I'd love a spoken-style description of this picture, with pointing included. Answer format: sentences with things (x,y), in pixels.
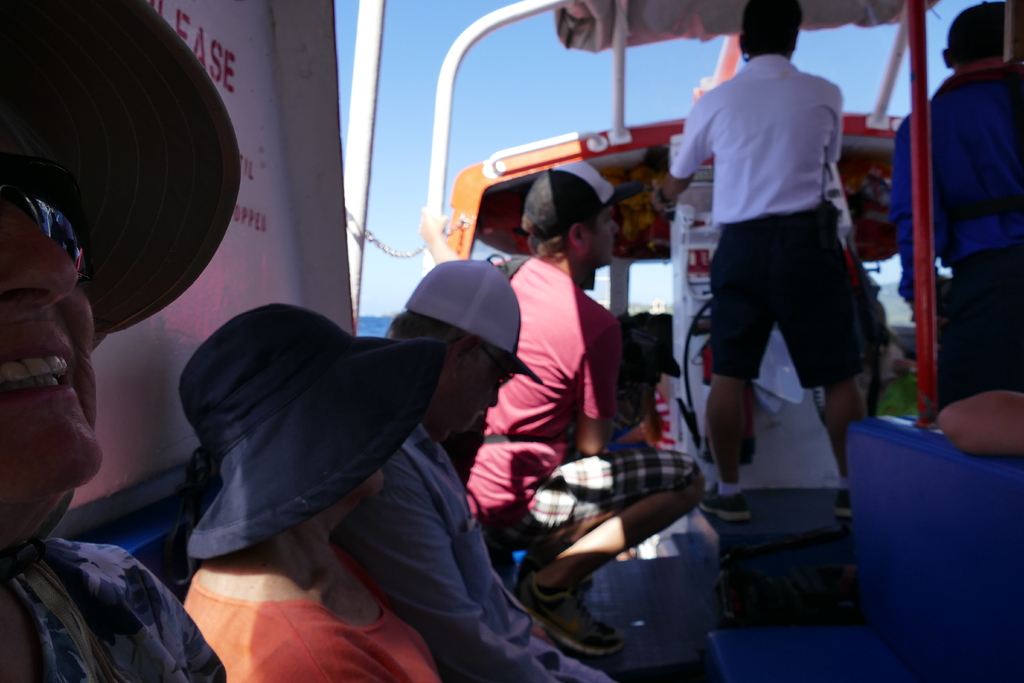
In this picture I can see there are few people (468,545) sitting here at left side (247,468) and they are wearing caps (170,264) and spectacles (74,196) and there are two persons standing on to right (733,506), one of them is wearing a white shirt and he is riding the boat (311,256) and the person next to him is wearing a t-shirt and he is holding a pole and there is something written on the left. The sky (380,273) is clear.
